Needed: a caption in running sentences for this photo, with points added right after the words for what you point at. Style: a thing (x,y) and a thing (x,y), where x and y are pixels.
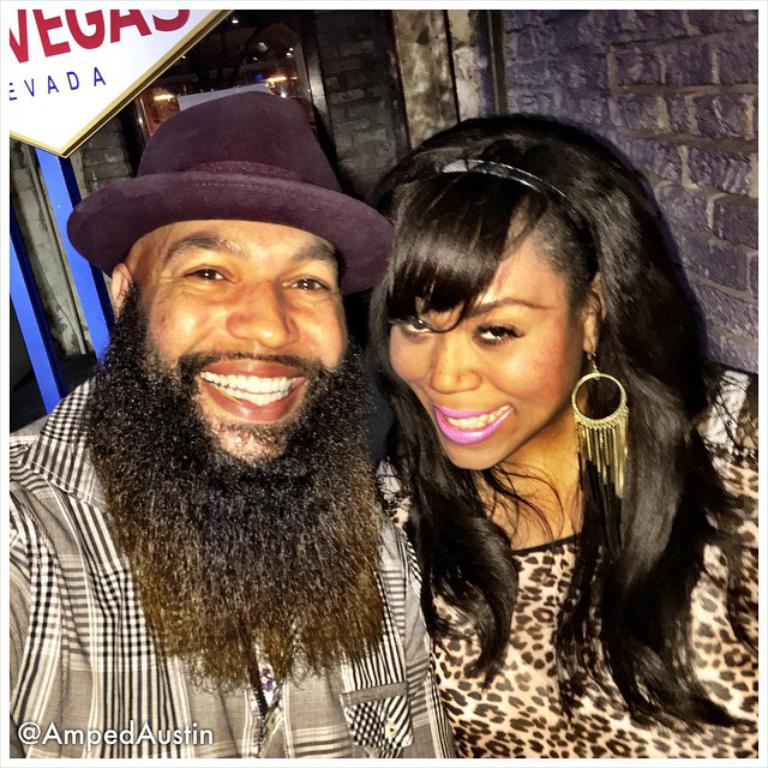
In this picture we can see the couple (283,398) sitting in the front (198,433), smiling and giving a pose to the camera. In the background (441,60) we can see the brick wall (519,70) and notice board (69,41).
